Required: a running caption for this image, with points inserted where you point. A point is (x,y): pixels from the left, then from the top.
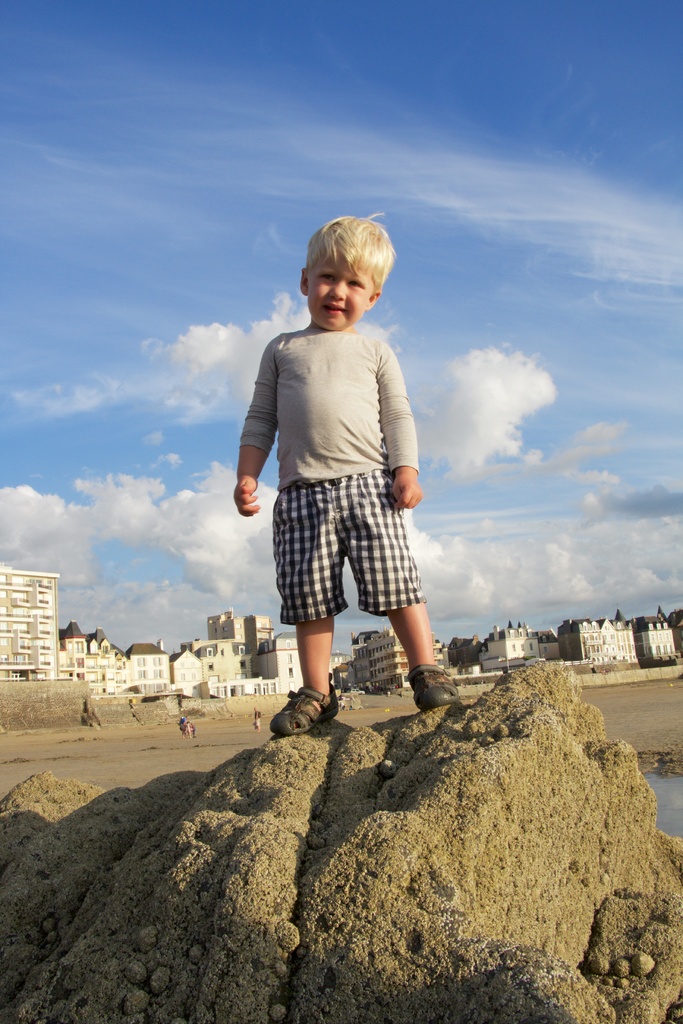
In this image, we can see a kid (308,720) on the rock (191,853) and in the background (386,646), there are buildings (386,635), people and there is water (679,820). At the top (405,221), there are clouds (513,426) in the sky (485,415).
